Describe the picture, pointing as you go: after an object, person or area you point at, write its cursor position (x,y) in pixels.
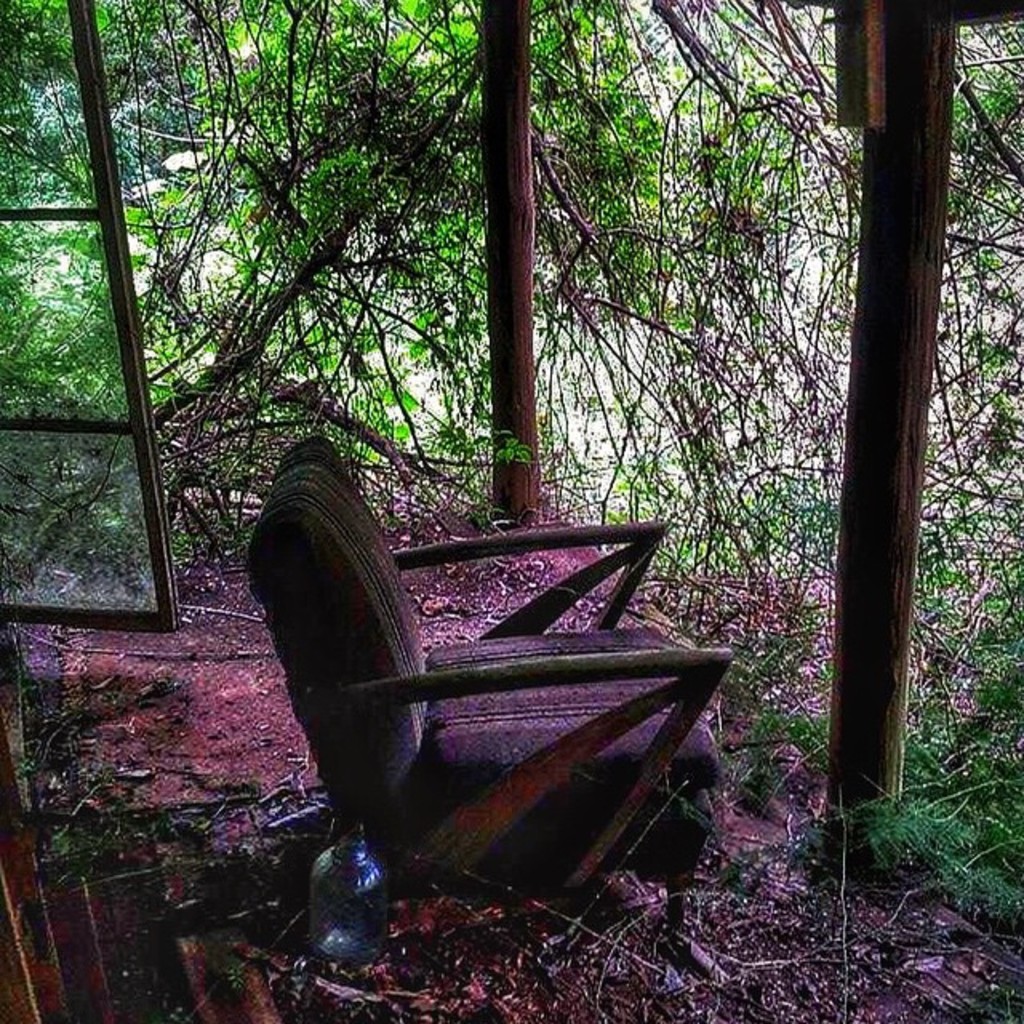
In this image I can see trees (317,117) and I can see a glass window (62,170) on the left side (60,133), In the middle (595,660) I can see chair (475,808) kept on the floor (675,995) and I can see there is a bottle (332,903) kept back side of the chair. And I can see two beams (497,218) visible on the right side (893,341).
